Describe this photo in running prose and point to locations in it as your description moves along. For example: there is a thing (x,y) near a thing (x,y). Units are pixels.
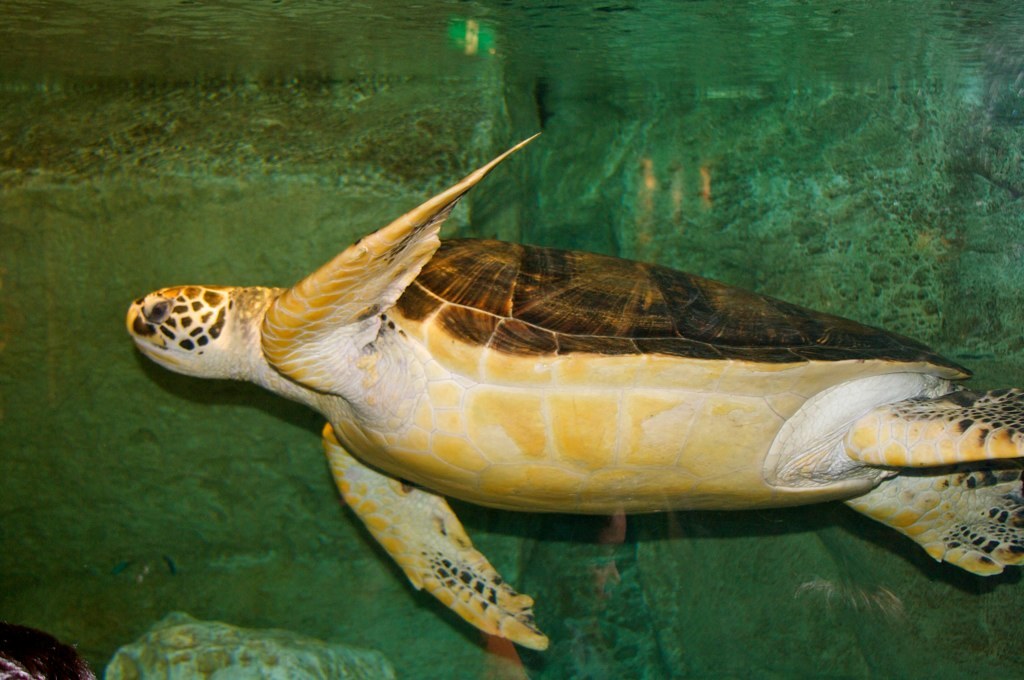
In this image there is a sea turtle (482,492) and some objects (334,676) in the water (306,100).
